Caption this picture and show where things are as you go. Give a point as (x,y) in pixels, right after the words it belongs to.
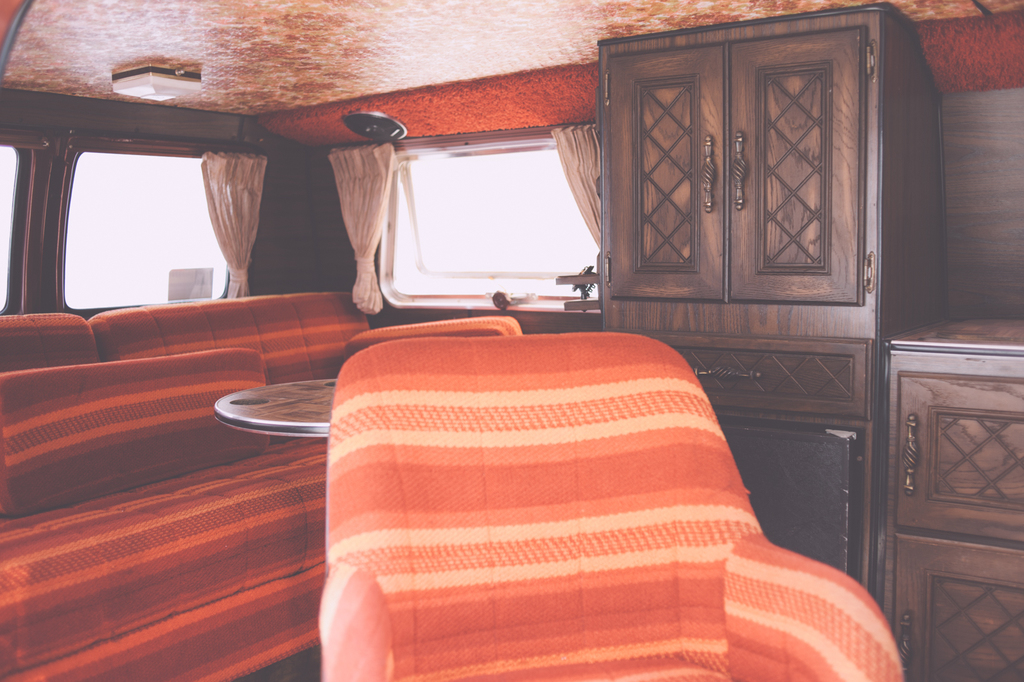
This is the inside picture of the room (450,322). In this picture there is a sofa (249,487), chair (391,542), wooden cupboards (735,400) and there are curtains (369,187).
